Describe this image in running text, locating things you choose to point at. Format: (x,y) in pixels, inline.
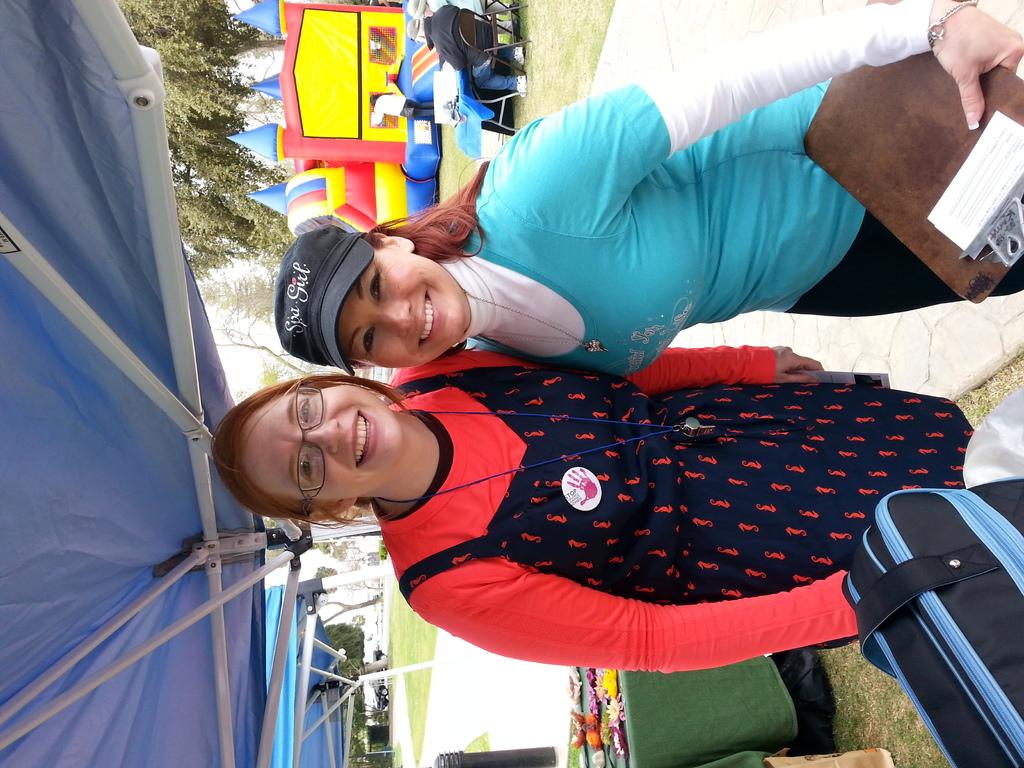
In this image in front (540,339) there are two persons (385,308) standing under the tent (24,305). In front of them there is a bag (911,567). Behind them there is a table (635,708) and on top of it there are flowers (588,671). On the right side of the image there are two persons (472,56) sitting on the chairs (495,33). In front of them there is a table (441,80) and on top of it there are few objects (451,92). We can see there is a jumping castle (368,148). In the background (356,653) there are tents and trees (359,720).
